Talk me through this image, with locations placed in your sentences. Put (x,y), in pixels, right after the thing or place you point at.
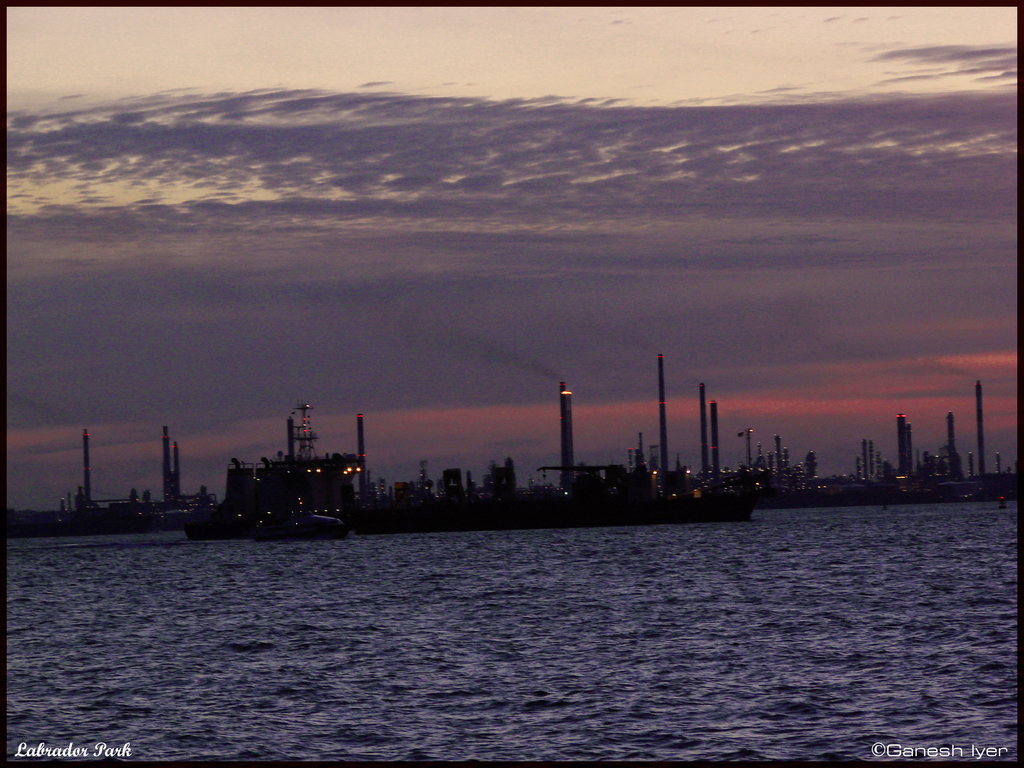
In this image we can see few ships (287,507) on the water (548,571) and the sky (457,278) in the background (427,257).
